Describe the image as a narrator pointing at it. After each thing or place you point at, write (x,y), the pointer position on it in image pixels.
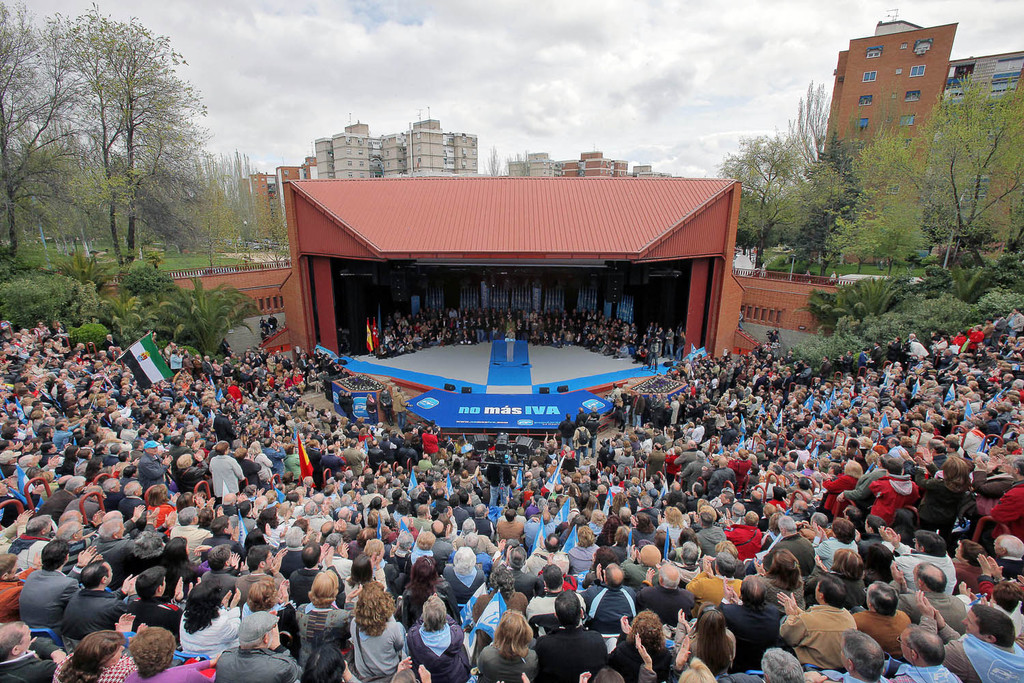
In the image in the center (609,315) we can see one stage (435,360). On stage (372,356), we can see group of people (606,345) were sitting and standing. And we can see flags (372,340), wood stand (509,355) and banners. In the bottom of the image (375,545) we can see group of people (114,537) were sitting and few people (774,406) were holding flags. In the background (439,89) we can see sky (274,105), clouds (689,102), buildings (850,91), wall (863,67), windows (865,102), trees (1012,113), grass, compound wall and fence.
